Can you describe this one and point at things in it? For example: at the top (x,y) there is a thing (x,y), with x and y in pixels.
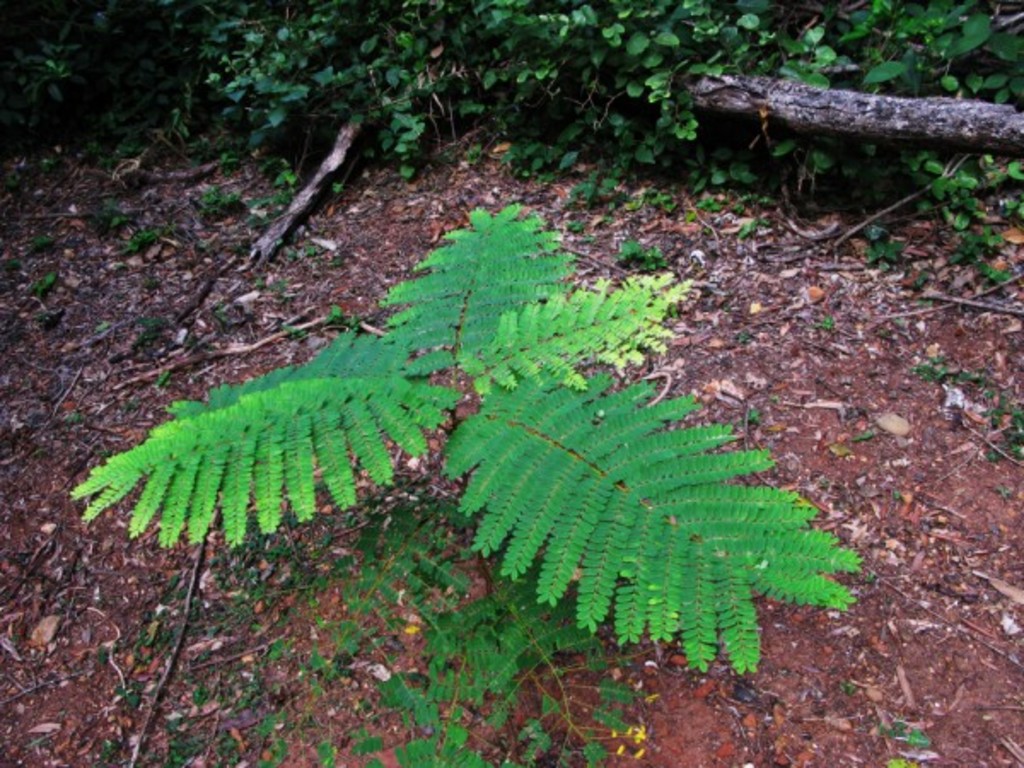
In this image we can see plants (406,437), twigs (308,324) on the ground (839,531) and creepers (474,68).
